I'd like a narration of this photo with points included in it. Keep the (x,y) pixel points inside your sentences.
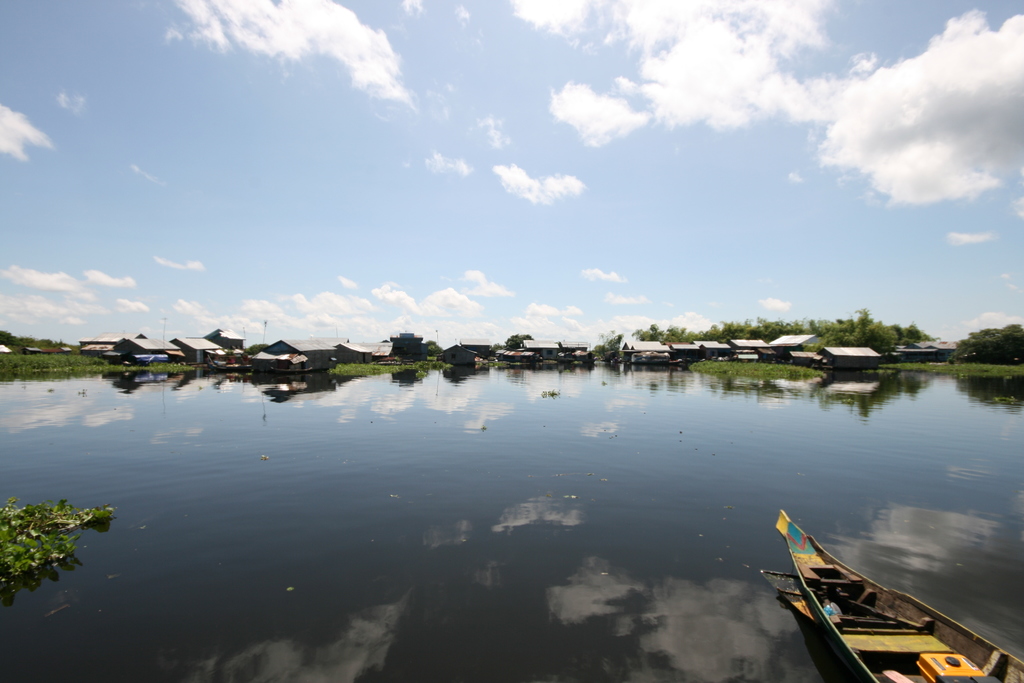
On the right side (862,592), there is a boat (850,574) on the water (731,570). On the left side (24,551), there are plants (46,527). In the background (31,343), there are houses (203,339) and trees (847,324) on the ground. And there are clouds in the blue sky (377,178).
